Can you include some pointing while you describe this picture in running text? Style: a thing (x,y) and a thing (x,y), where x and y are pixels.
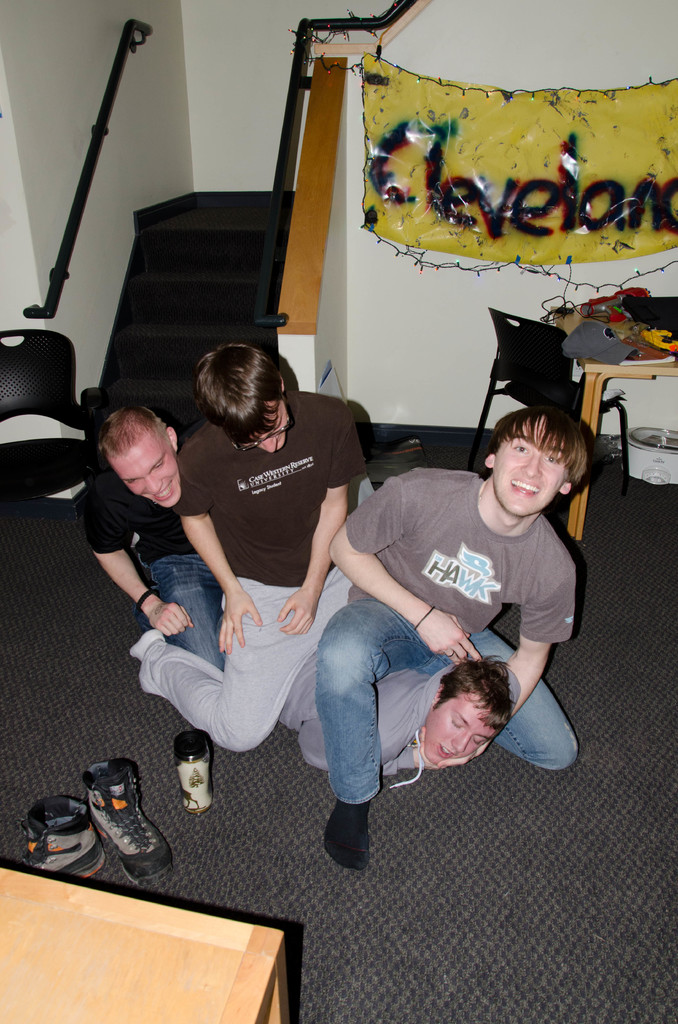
In this picture we can see four men (378,646) where three (178,568) are sitting on one men (498,699) and in background (513,343) we can see table (590,365), chair (537,337), rod (144,32) and on table (597,381) we can see bags (602,316), clothes (593,355) and in front (193,813) we can see shoes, bottle (192,753).
